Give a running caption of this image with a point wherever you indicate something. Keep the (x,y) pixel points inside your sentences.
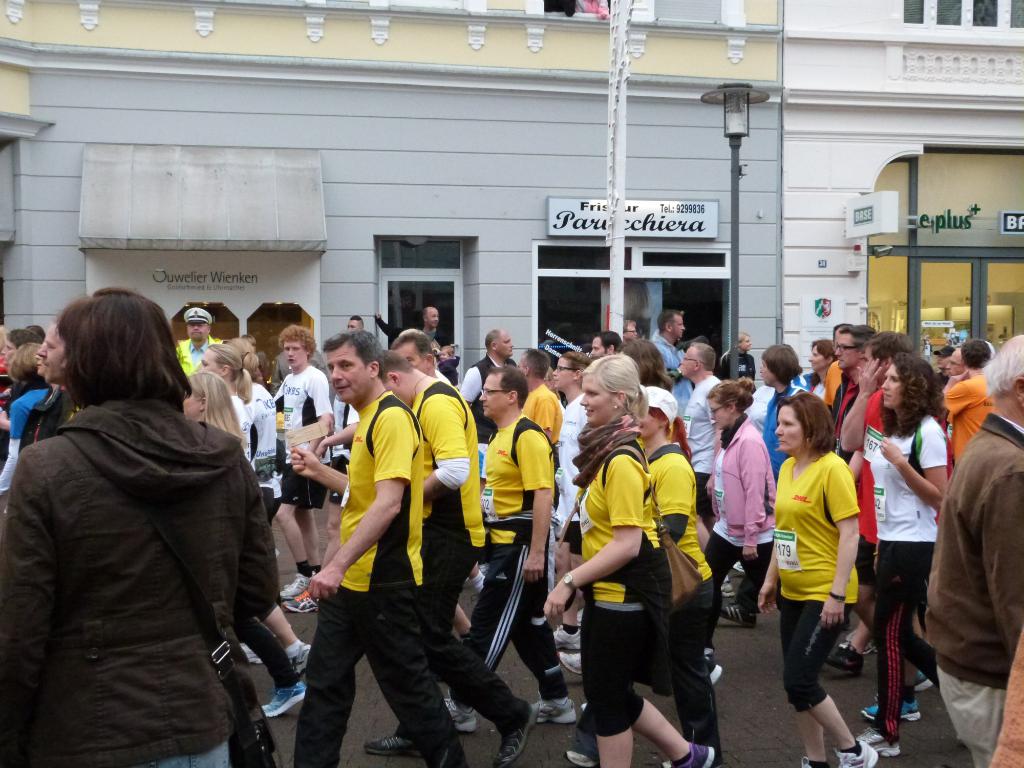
In this image, I can see groups of people (149,622) walking on the road (379,693). In the background (393,250), there are buildings (769,213), name boards (716,213), pole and a light pole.
